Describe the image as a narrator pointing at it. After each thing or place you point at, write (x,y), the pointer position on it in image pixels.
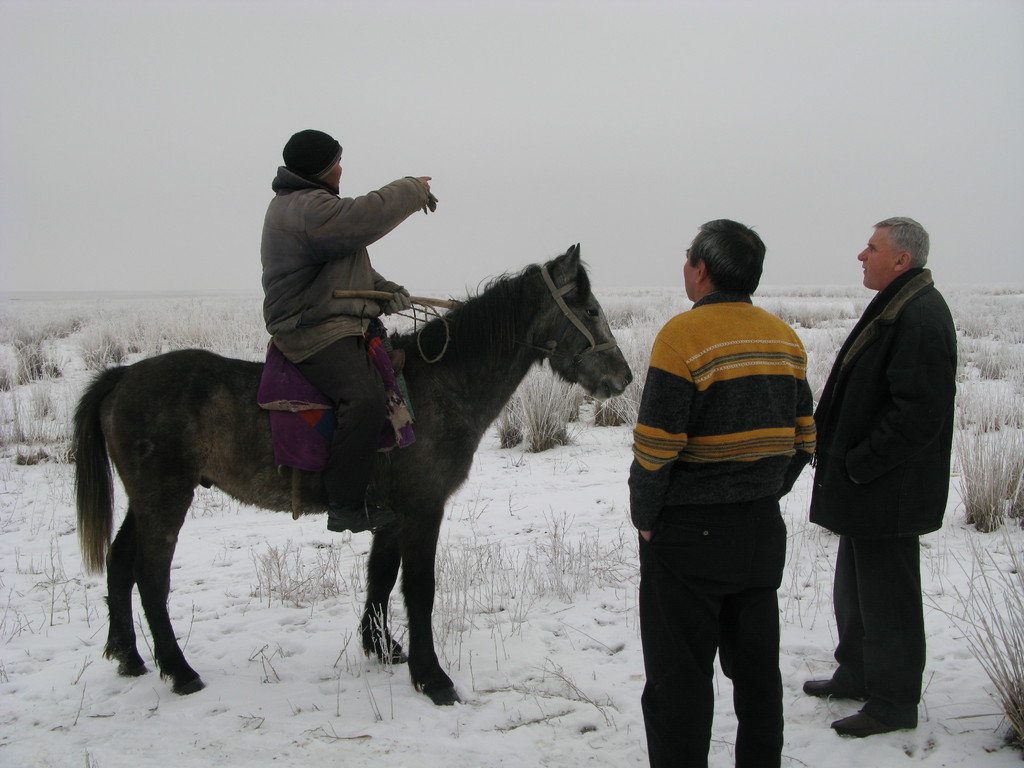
Here we see three men (682,316) a man (274,326) riding a horse (585,275) other two (634,505) are standing.
